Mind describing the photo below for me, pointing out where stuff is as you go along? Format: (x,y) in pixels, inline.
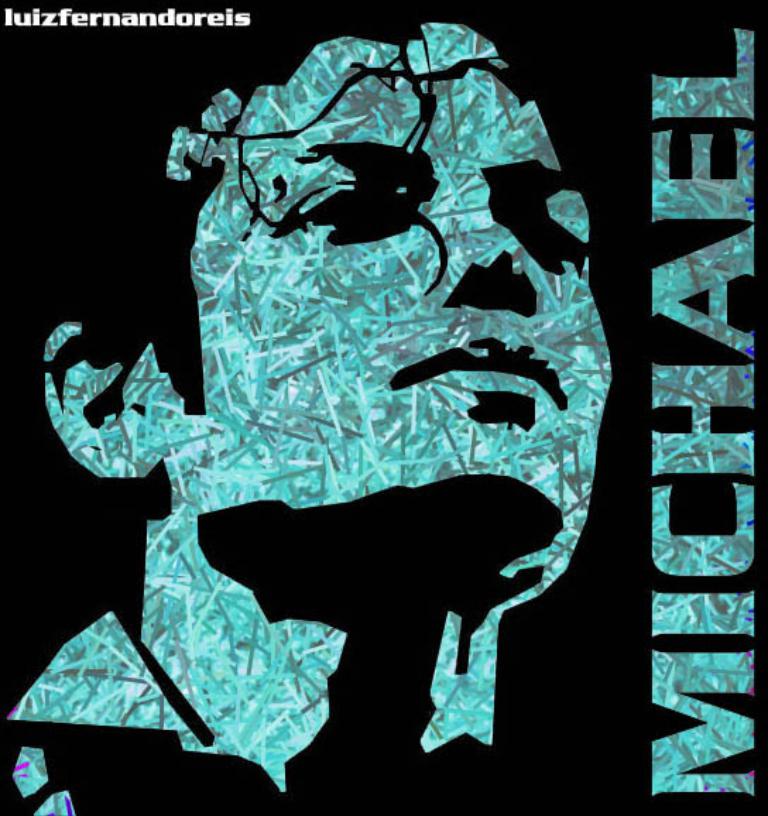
In this image there is a depiction of a person (521,454) with a text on it.
